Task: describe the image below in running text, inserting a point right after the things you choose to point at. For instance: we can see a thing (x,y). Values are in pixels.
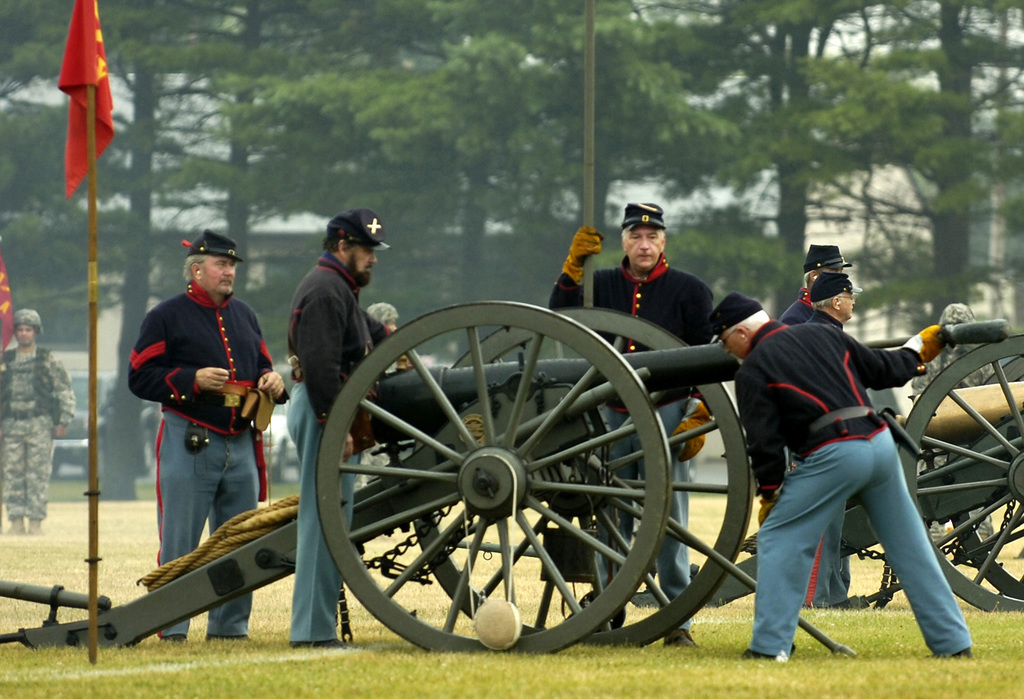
In this picture we can see some people (785,353) standing here, at the bottom (663,664) there is grass (610,680), we can see a flag (84,102) here, in the background (754,26) there are some trees (620,88), we can see a rope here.
